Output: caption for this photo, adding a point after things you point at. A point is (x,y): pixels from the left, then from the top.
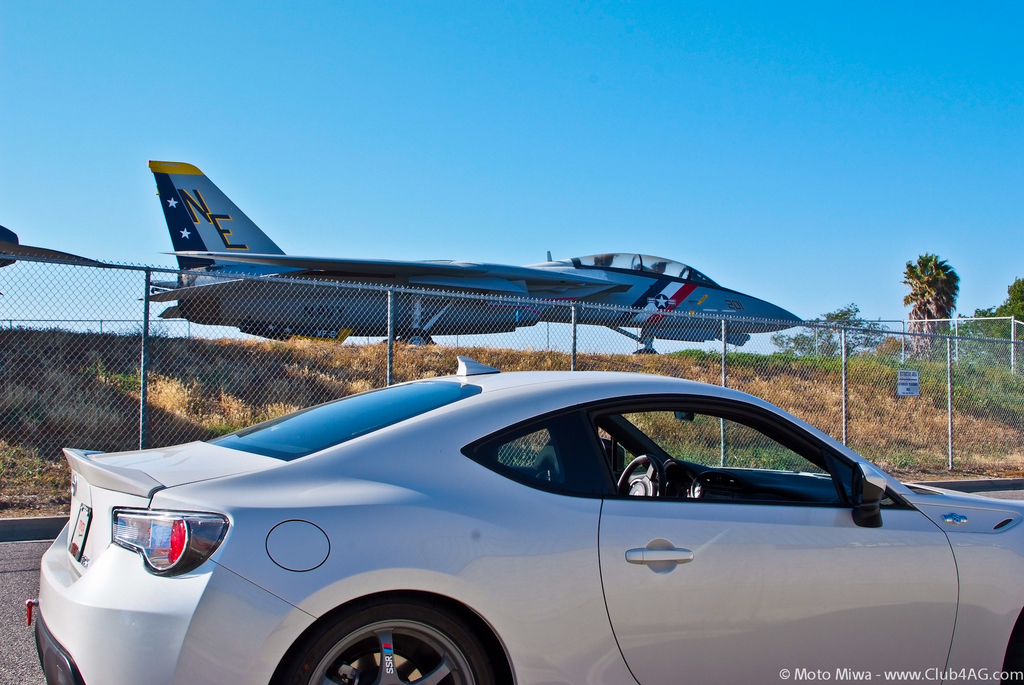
In the background (877,171) we can see a clear blue sky (680,98) and an airplane (202,180). In this picture we can see the trees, plants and the fence (893,337). This picture is mainly highlighted with a car (112,453) on the road (28,578). In the bottom right corner of the picture (778,670) we can see watermark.
